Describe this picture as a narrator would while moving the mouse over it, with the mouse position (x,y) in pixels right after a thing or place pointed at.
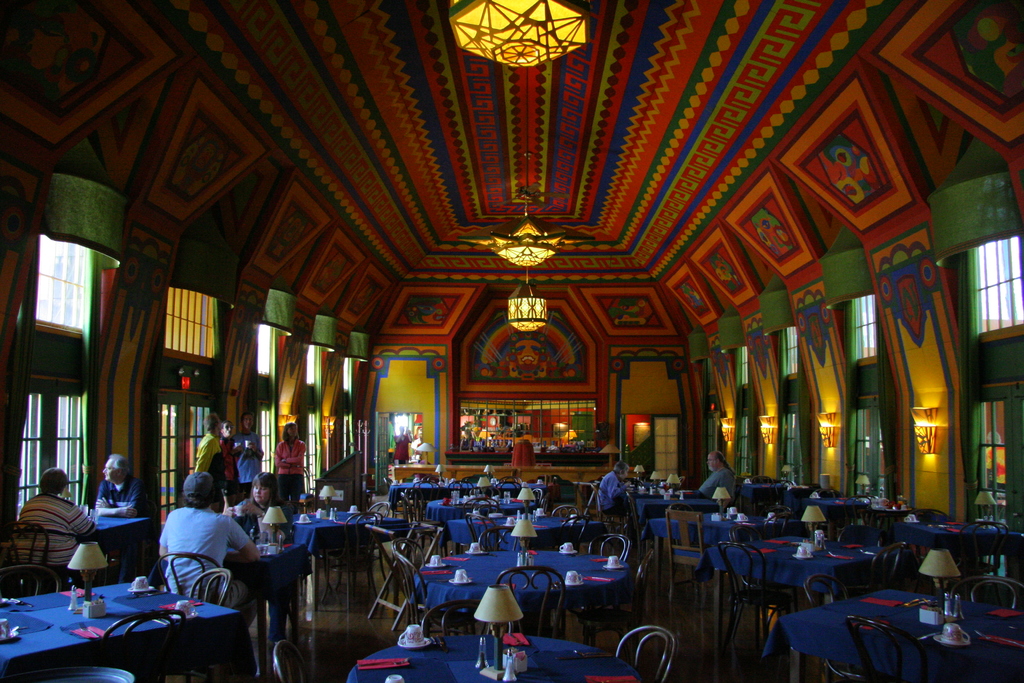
In the center of the image (601,414) we can see a wall (476,341). At the bottom of the image (36,632) we can see tables (42,610), chairs (472,619), lamps (496,613), persons (218,527), cups (415,640) and glasses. On the right side (986,443) we can see windows (1005,481) and lights (765,441). On the left side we can see door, windows (307,469). In the background (368,358) there is a wall (496,342) and light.
